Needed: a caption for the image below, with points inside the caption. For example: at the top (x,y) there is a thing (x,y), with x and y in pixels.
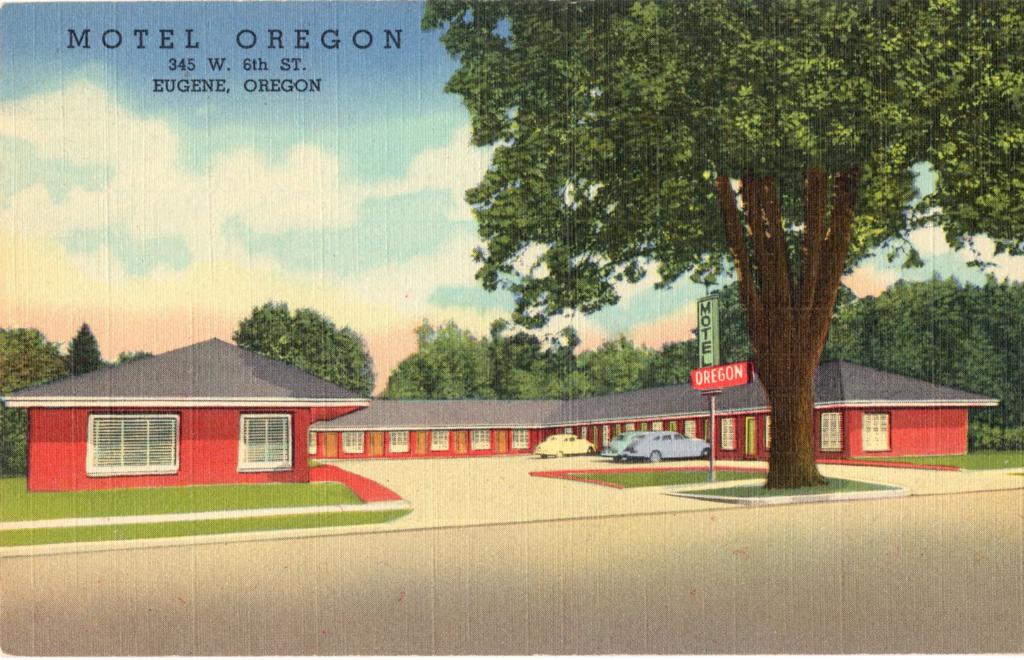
In this image I can see photography of the house (391,435). In-front of the house (463,443) I can see the vehicles (590,452), boards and the tree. In the background (493,376) I can see many trees (473,362), clouds (286,177) and the sky (307,25).
